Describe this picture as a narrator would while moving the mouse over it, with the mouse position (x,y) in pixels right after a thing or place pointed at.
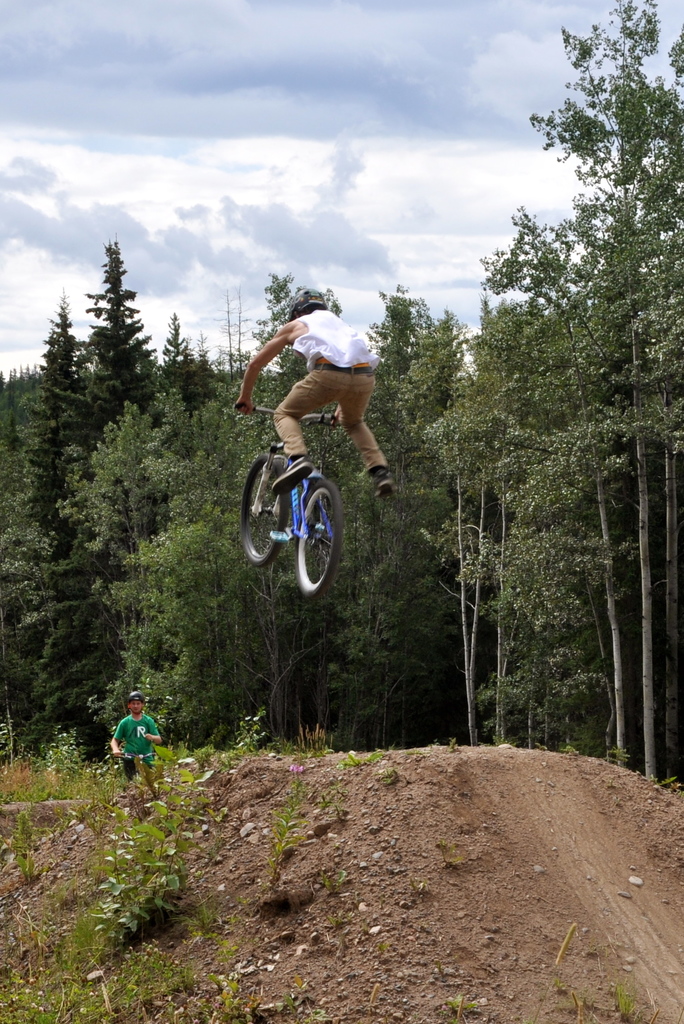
In the image there are two persons (356,417). On left side (144,733) there is a man (147,722) holding something and standing. In middle (321,360) there is another man (336,354) riding his bicycle (276,504) in air. In background (258,441) there some trees (578,406) with green leaves (558,295) and sky (430,174) is on top (421,174) at bottom (138,913) there is a grass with some plants (147,882) and stones (220,976).
